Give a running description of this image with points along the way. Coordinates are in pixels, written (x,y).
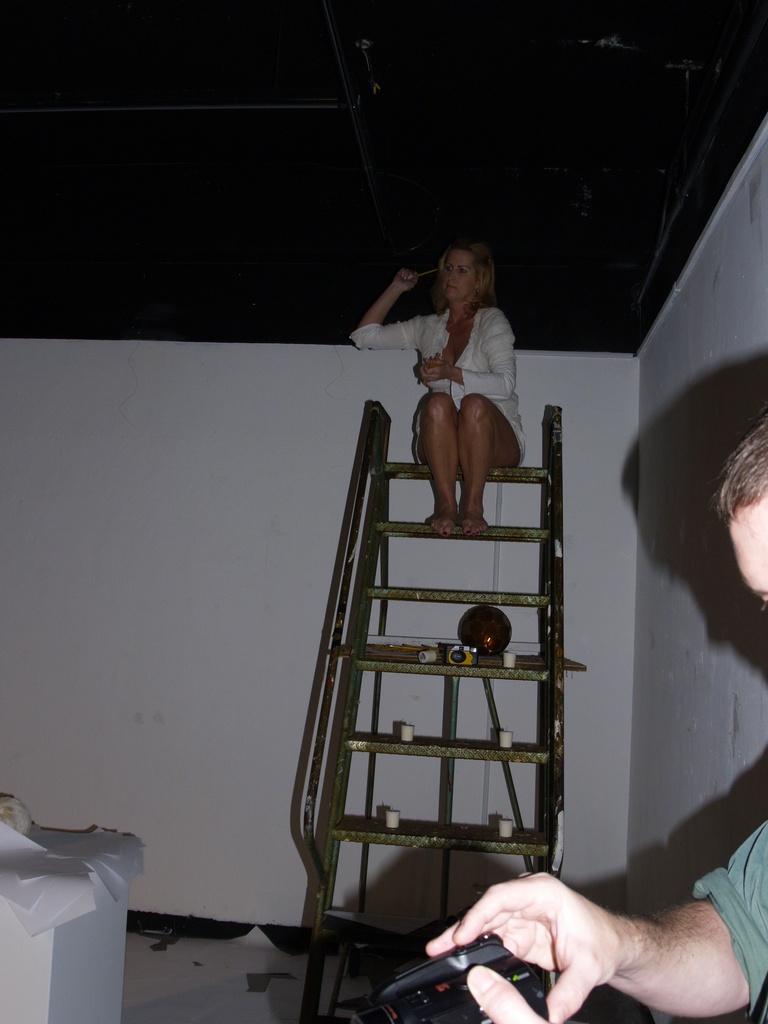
In this image I can see a person (738,936) wearing green colored dress (765,930) is standing and holding a black colored object (418,982) in his hand (460,937). I can see a woman (478,406) wearing white colored dress (475,365) is sitting on the top of the ladder (413,475) and I can see few objects (432,662) on the ladder (447,816). I can see a white colored object (55,888) on the ground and in the background (246,184) I can see the wall (179,562) and the black colored ceiling (286,133).
